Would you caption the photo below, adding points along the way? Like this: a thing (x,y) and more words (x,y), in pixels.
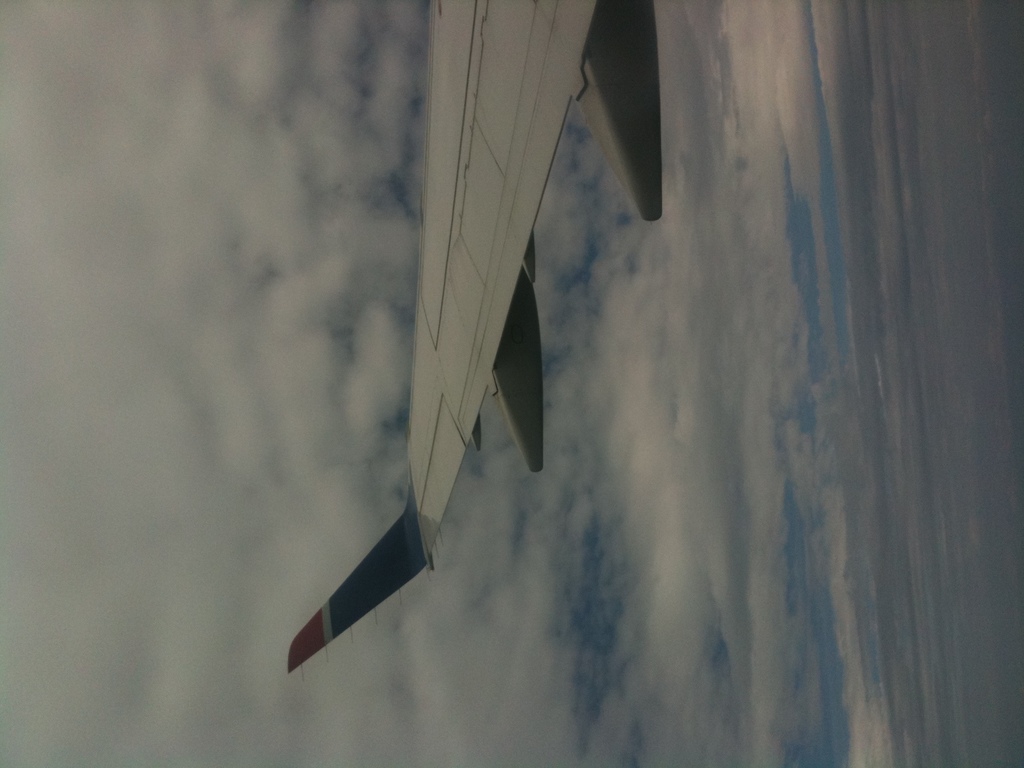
In this image there is wing part (520,316) of airplane (479,444). There are clouds (430,584) in the sky (59,670).
